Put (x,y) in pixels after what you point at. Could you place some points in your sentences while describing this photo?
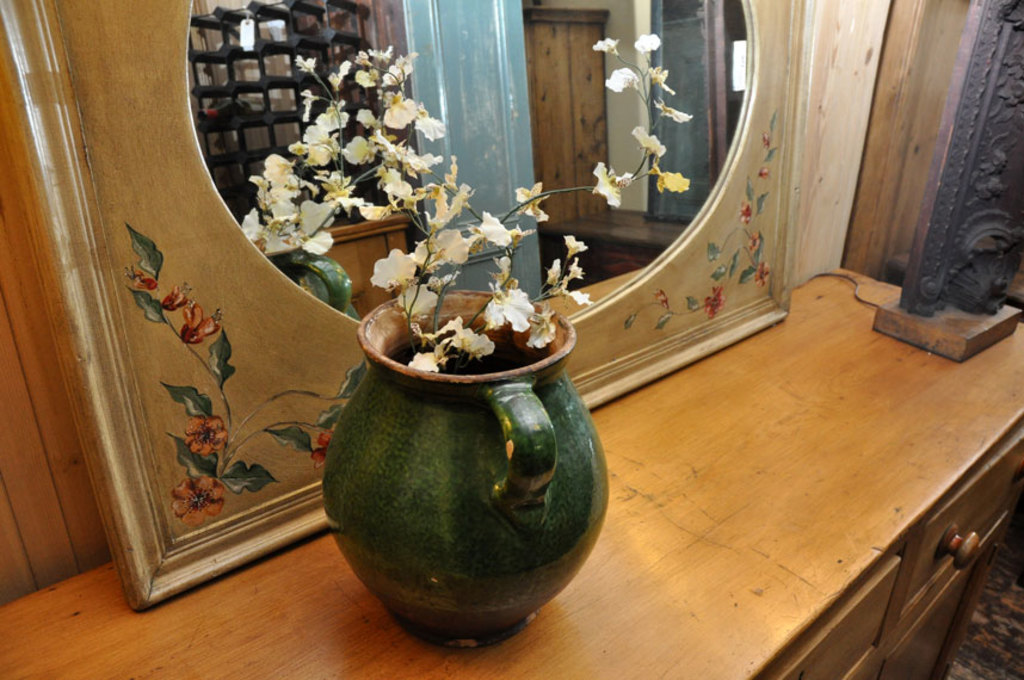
In the foreground of this image (448,474), there is a flower pot (549,461), mirror (685,234) and a stone structure (934,307) on a table (700,592). At the bottom right (932,621), there are drawers (952,603) and the floor (997,599). Behind the mirror (733,224), there is a wall (808,190).
